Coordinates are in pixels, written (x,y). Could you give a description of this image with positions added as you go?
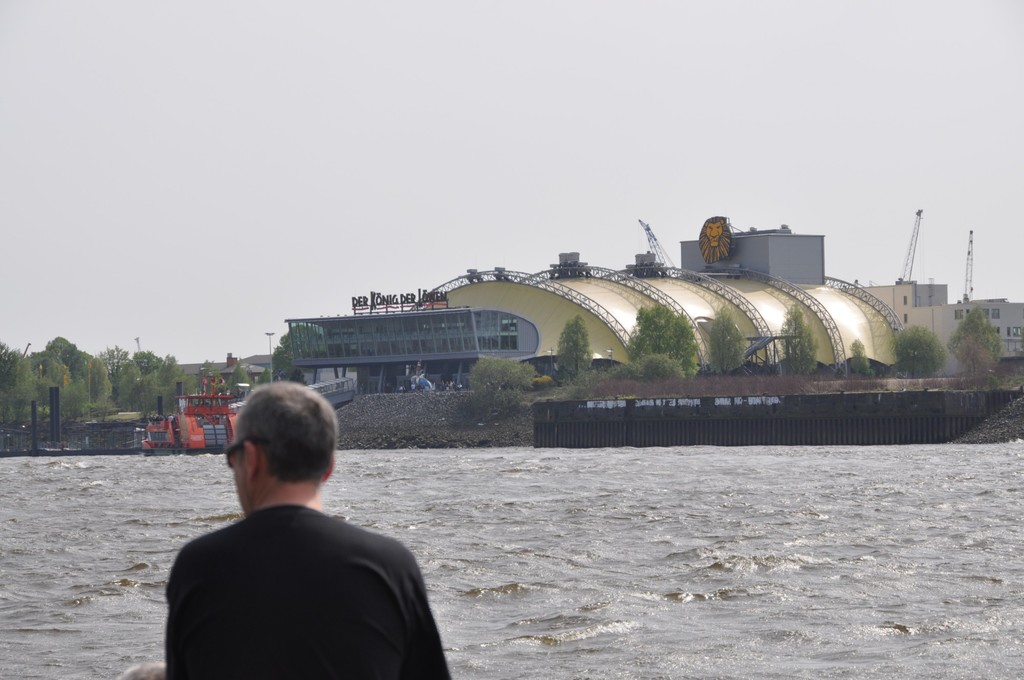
In this image we can see a dome shaped shed (580,316), buildings (958,317), cranes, trees (154,401), vehicles (200,400) and some other objects (626,405). At the top of the image (462,54) there is the sky (542,119). At the bottom of the image (334,560) we can see a person (186,575) and water (798,497).
